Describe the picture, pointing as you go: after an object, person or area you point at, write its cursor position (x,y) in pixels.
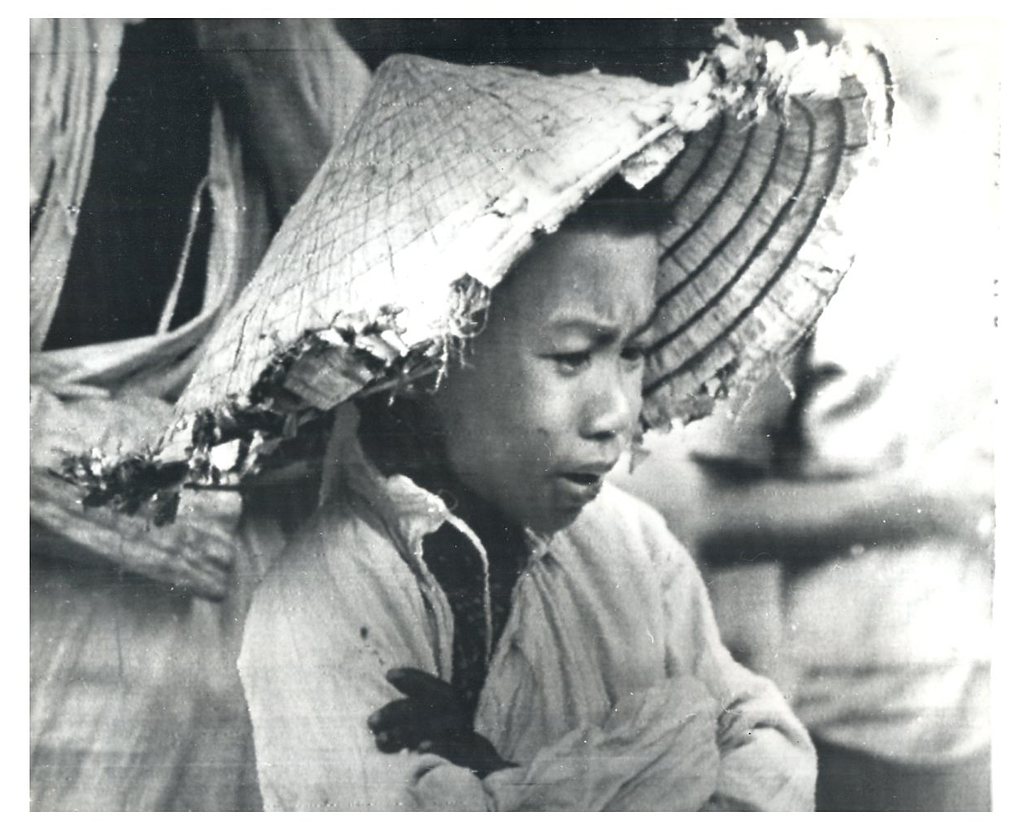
In this image I can see a person (633,287) standing wearing a cap (255,273) and the image is in black and white.
